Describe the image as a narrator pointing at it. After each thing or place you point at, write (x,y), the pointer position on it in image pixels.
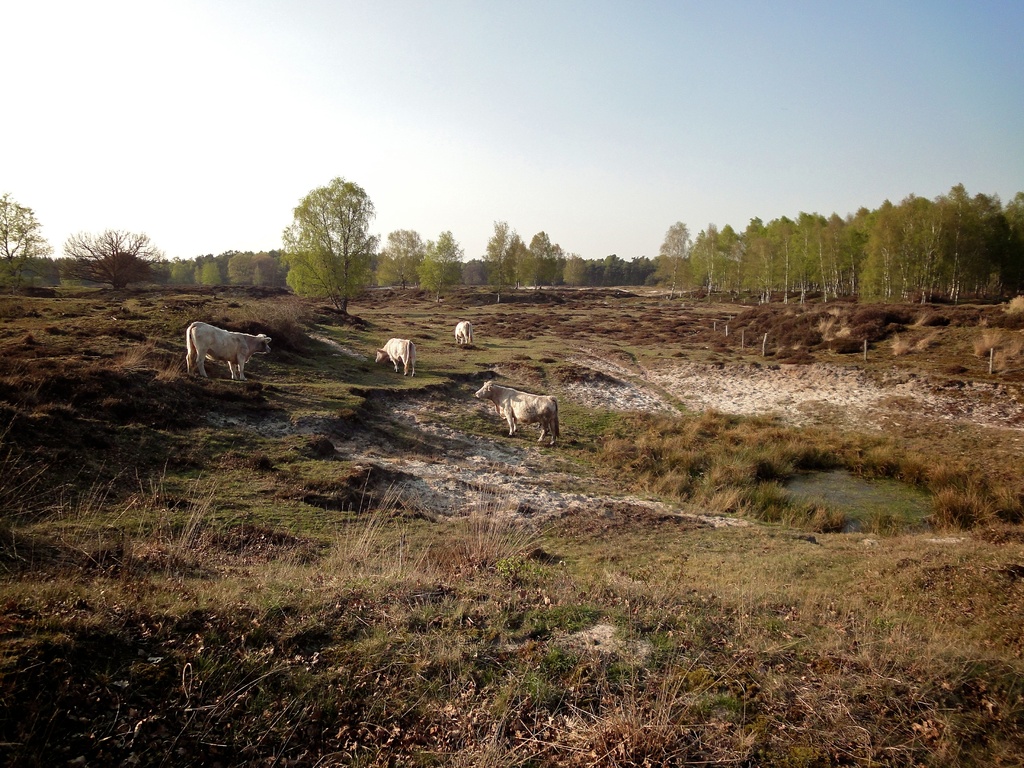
In this image we can see cattle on the ground (422,345). In the background (439,165) there are trees (829,225) and sky (439,143).
